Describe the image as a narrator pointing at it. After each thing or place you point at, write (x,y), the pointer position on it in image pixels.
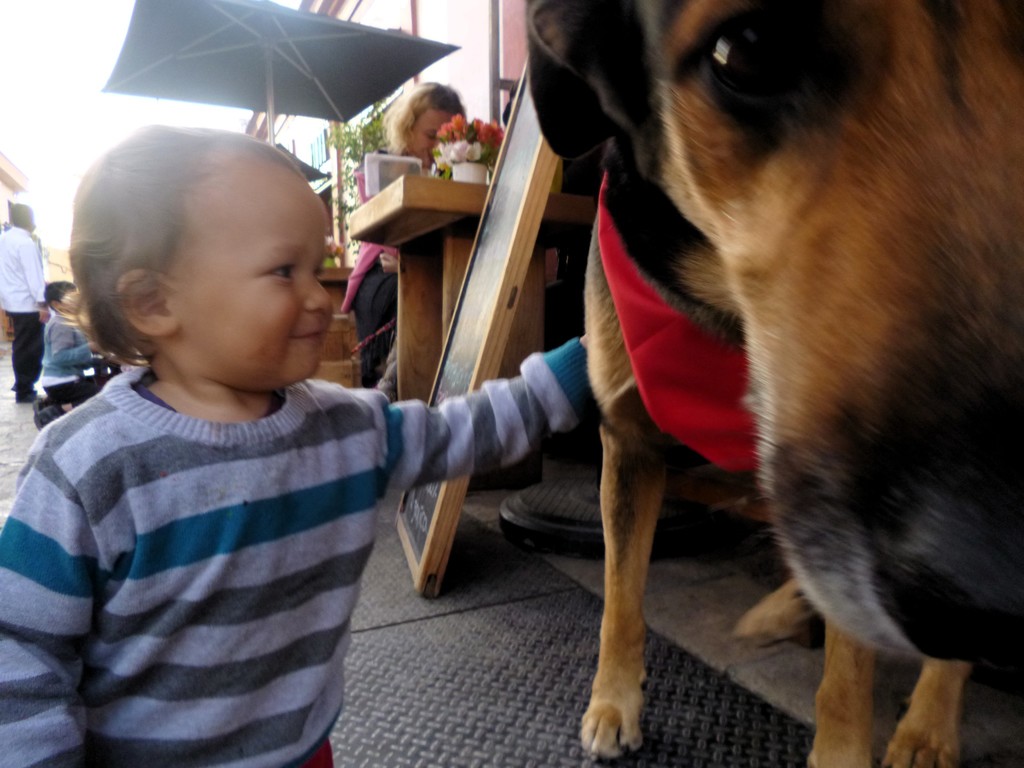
This is the picture of a boy (230,498) who is holding the dog (765,410) and behind him there is a table (399,197), chair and a plant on the table (380,215).
